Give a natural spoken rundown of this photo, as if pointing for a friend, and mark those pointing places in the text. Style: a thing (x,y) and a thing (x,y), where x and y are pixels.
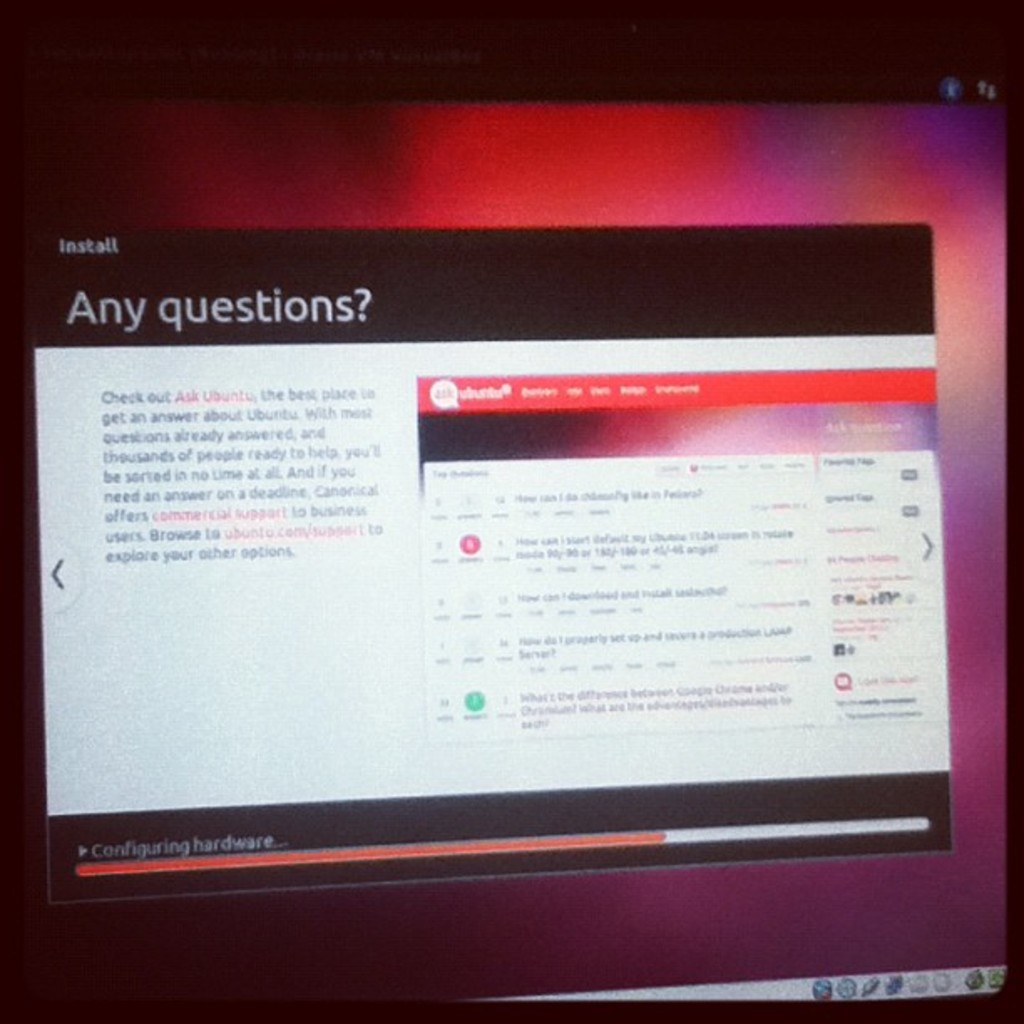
The picture is taken from the desktop monitor (602,450) and there is a popup screen (670,498) on the monitor (705,445).
